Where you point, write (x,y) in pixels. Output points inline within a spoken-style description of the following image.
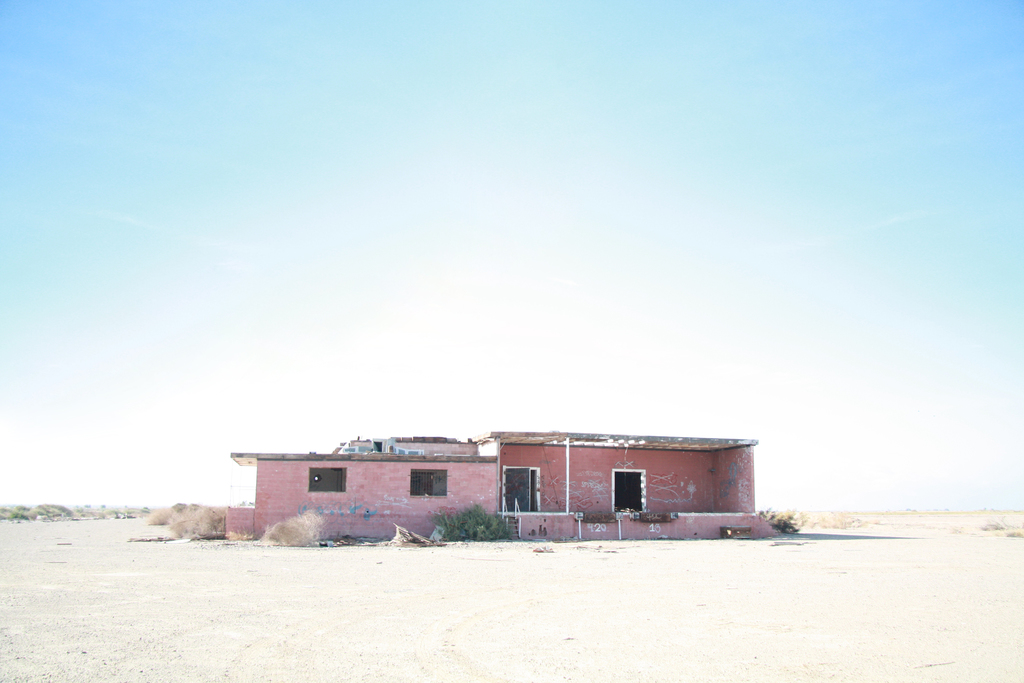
This picture is taken from outside of the city. In this image, in the middle (510,447), we can see a house (497,510), window (433,490) and a door (511,499). On the left side (195,515), we can see some plants (207,519) and trees (15,510). On the right side (785,518), we can see some plants (857,518). At the top (358,107), we can see a sky (390,123), at the bottom (513,671), we can see some plants (286,533) and a land (240,608) with some stones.
